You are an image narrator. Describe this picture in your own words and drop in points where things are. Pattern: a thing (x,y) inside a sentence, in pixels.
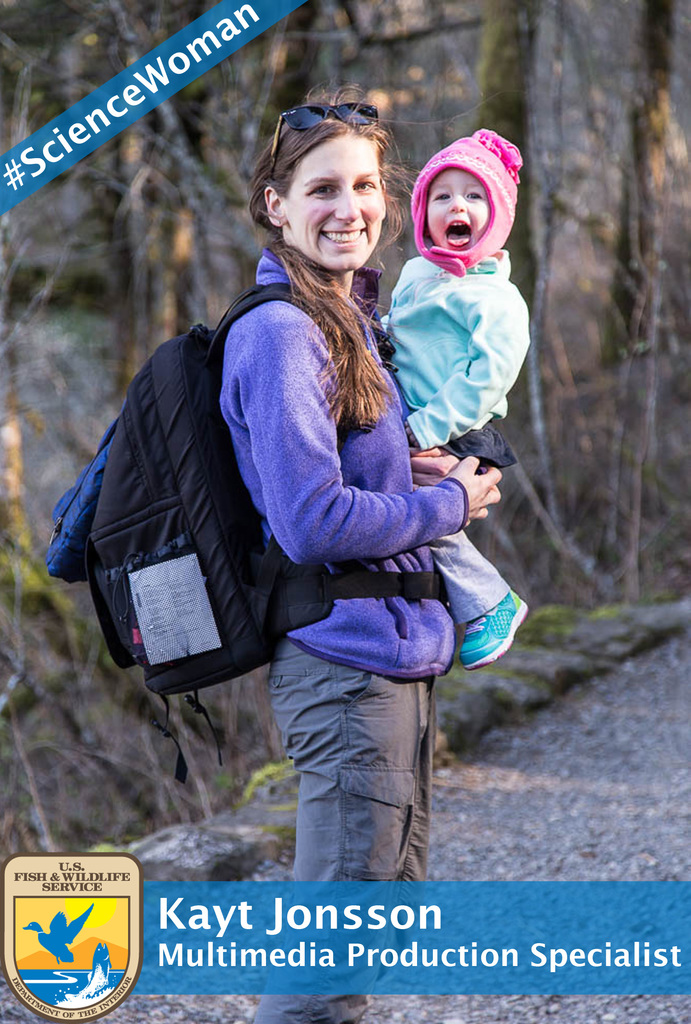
In this picture I can see a poster (597,831). There is a woman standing and smiling by carrying a kid (509,169). There are words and a logo (41,1007) on the poster (473,860), and there is blur background (26,29).
